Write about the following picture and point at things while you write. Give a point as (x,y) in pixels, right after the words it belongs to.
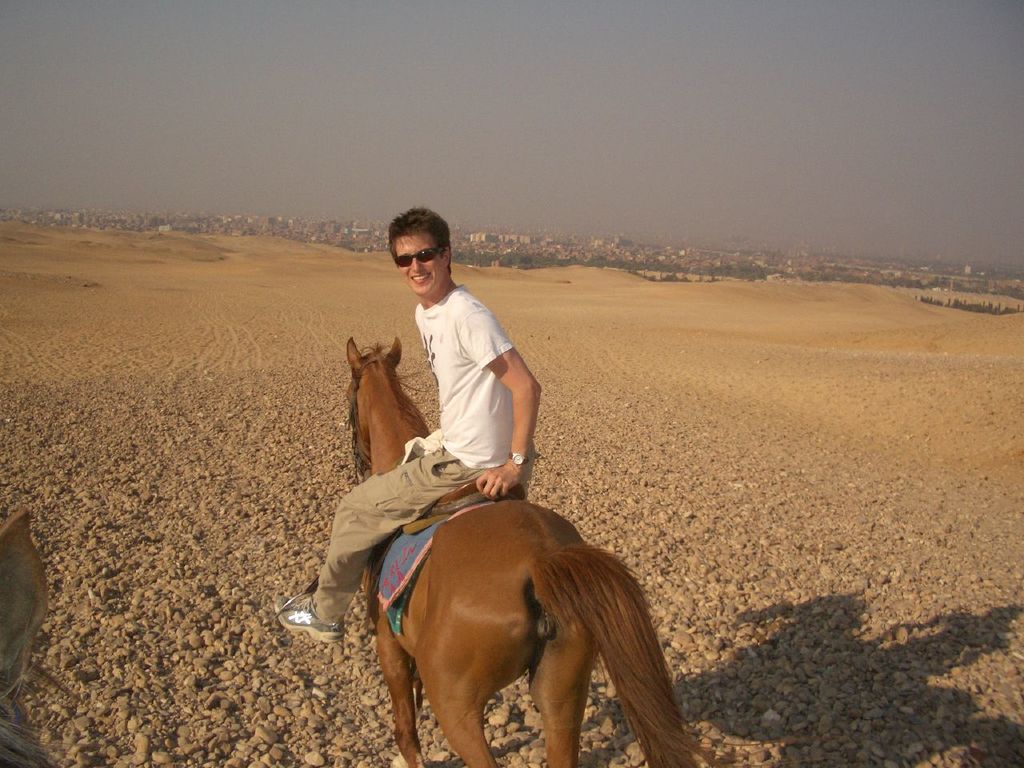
In this image we can see a man (454,375) sitting on a horse (506,515). We can also see some stones (636,554) on the ground (652,584). On the backside (501,151) we can see a group of buildings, some trees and the sky (490,143) which looks cloudy. On the left side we can see an ear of a horse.
